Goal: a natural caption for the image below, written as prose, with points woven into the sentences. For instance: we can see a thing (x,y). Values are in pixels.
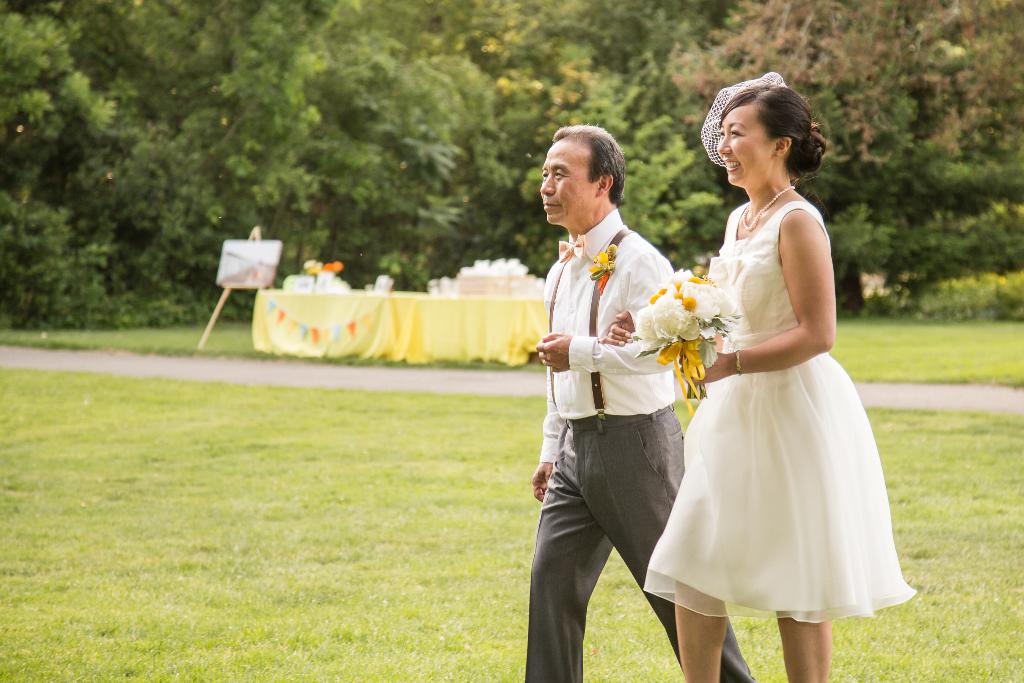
In this picture we can see a man (635,345) and a woman (629,341) walking, this woman (762,347) is holding flowers (673,322), at the bottom (435,571) there is grass (380,632), we can see trees (463,68), a board (246,269) and a table (358,296) in the background (450,317), there are some things (500,278) present on the table (361,290).
